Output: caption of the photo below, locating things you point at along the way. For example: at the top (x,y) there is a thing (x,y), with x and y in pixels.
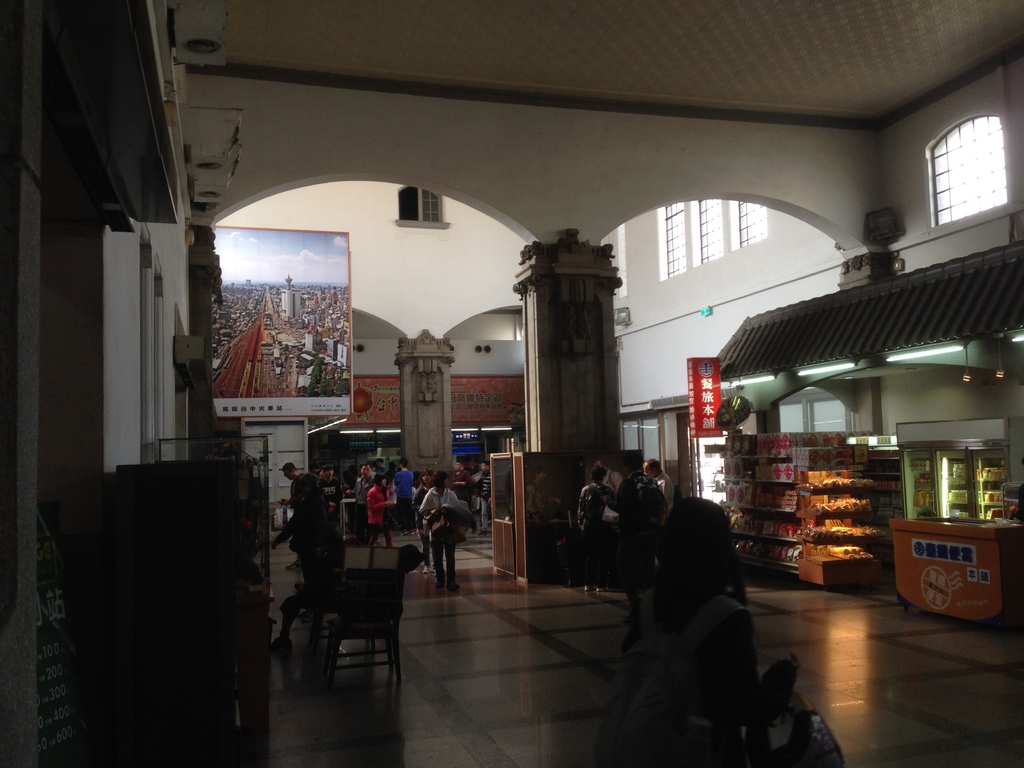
This picture shows an inner view of a building (944,208) and we see few stores (846,454) and a photo frame (328,401) to the wall (377,255) and we see few people (451,539) standing.
